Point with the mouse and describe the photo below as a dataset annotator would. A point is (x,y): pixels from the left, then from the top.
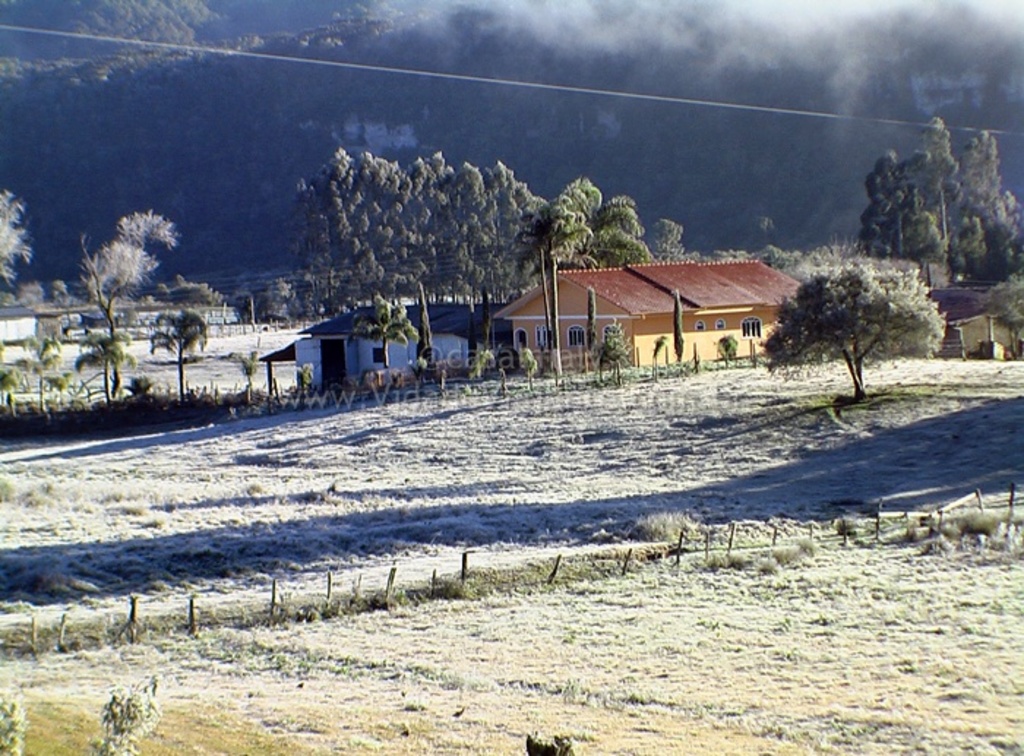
In this image we can see so many big trees (961,218), plants (372,379), bushes (386,379) and grass (214,369), There are some houses (658,302), one wire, some objects (555,751) on the surface (650,468), some poles (249,310), some smoke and some snow (292,333) on the surface (212,354).
